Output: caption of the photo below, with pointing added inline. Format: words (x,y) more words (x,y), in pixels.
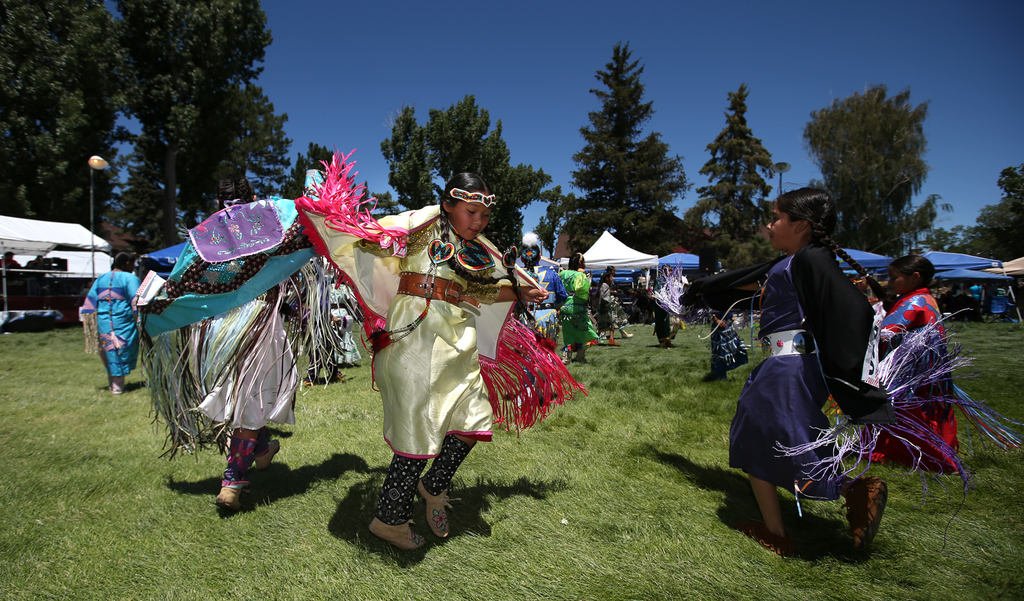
In this image there are people (750,396) dancing on the grass (196,456). In the background of the image (77,191) there are tents (625,253), lights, trees (174,139) and sky (540,42).
